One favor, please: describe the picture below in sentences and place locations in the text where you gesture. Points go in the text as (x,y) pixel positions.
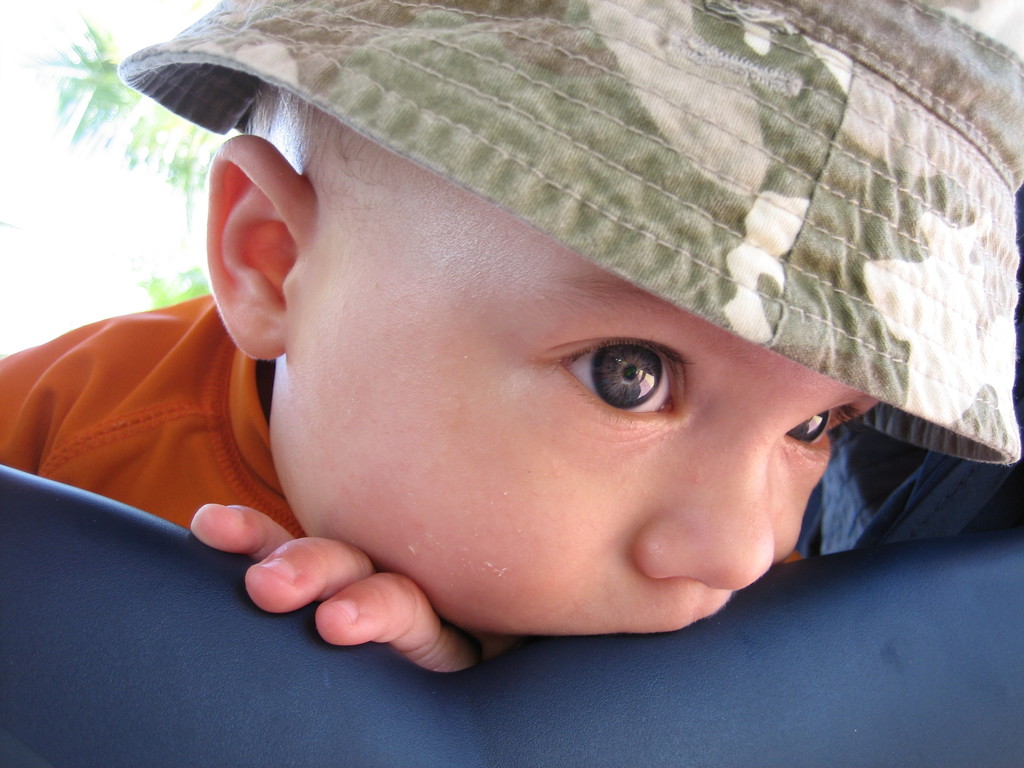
In the picture I can see a child (383,459) wearing an orange color T-shirt (210,366) and there is a cap (730,159) on the head (276,109). There is a tree (174,143) on the top left side (136,120). I can see a blue color object (719,664) at the bottom of the image (861,692).
